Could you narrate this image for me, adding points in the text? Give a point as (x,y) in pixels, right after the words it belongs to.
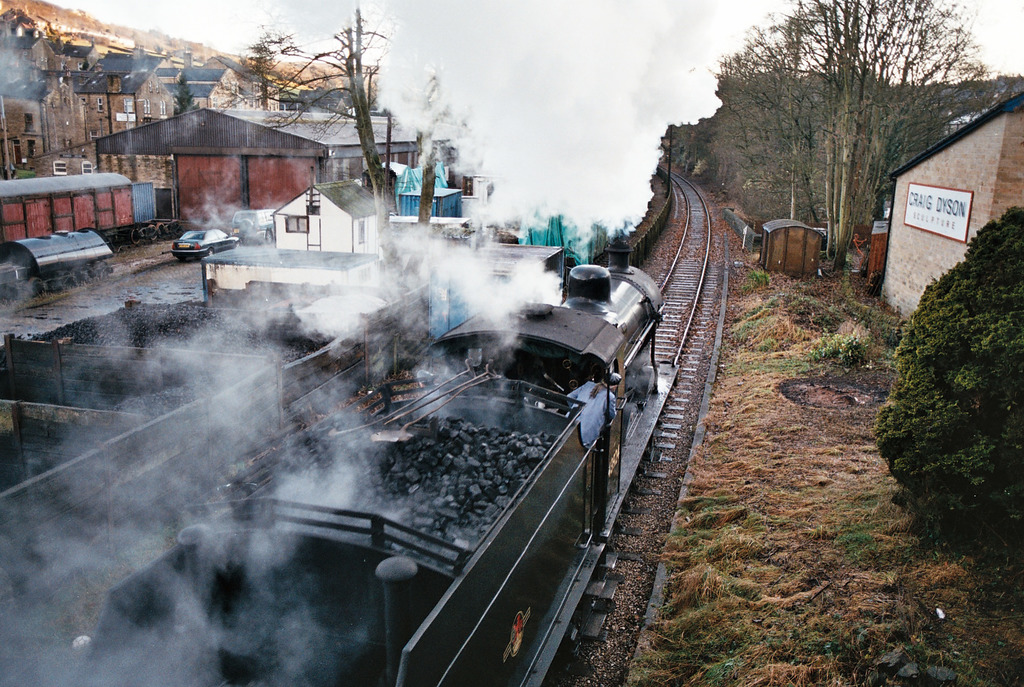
In this image we can see a train (181,565) on the track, there is a coal (406,436), there is the smoke (195,580), there are trees (886,142), there is a shed (969,197), there is a pole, there are cars (254,227) parked in the yard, there are buildings (226,103), there is a grass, there is a sky (978,35).
